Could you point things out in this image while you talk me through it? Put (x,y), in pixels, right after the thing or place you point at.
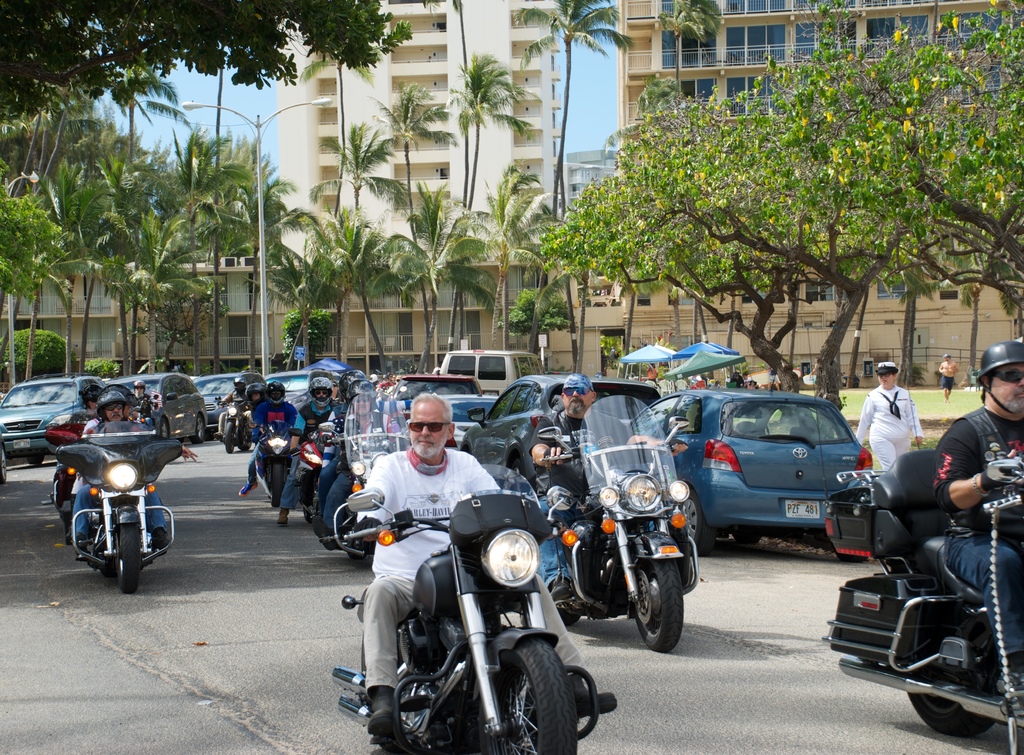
This is image of group of people (141,388) riding a bike (314,443) and in back ground (423,374) there is car (415,390), tent (705,351), tree (579,208), building (548,144), street light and sky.
